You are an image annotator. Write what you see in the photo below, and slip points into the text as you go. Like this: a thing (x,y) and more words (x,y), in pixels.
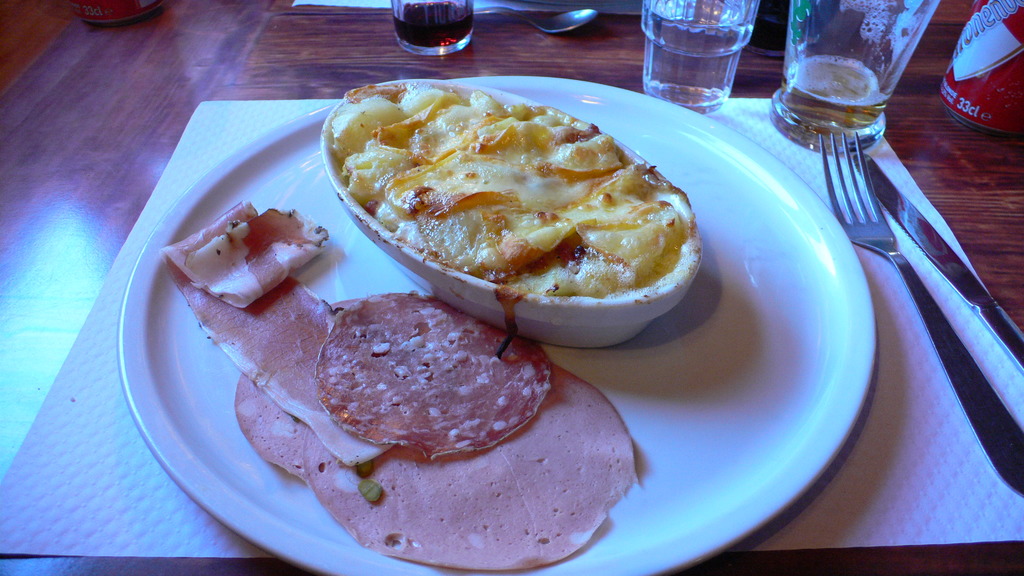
In this image there are food items (445,226) on the plate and in bowl (433,180), tins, glasses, spoon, knife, fork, papers (906,178) on the table (59,3).
